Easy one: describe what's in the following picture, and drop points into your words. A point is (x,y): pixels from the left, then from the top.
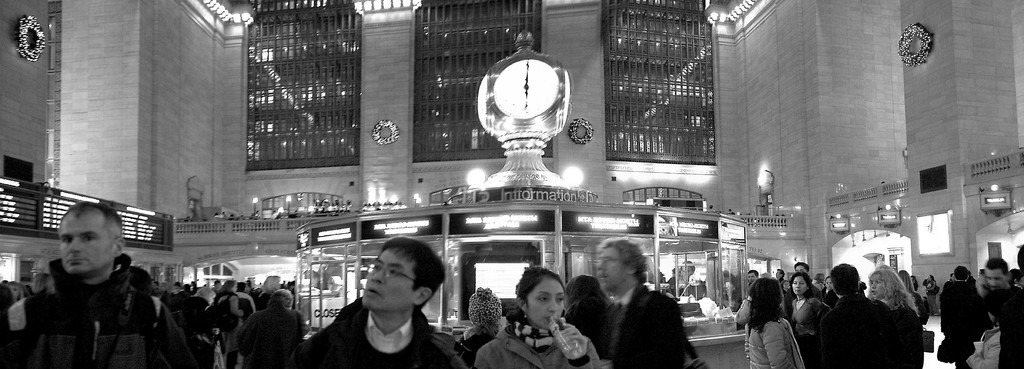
In this image, we can see a building (573,119) with walls (843,122), decorative items (571,124), grills (641,95), light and railings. At the bottom of the image (51,356), we can see a group of people (680,328). Here a woman (554,350) is holding a bottle (566,345), digital screens (541,216), clock (507,99) and banner (332,234).
